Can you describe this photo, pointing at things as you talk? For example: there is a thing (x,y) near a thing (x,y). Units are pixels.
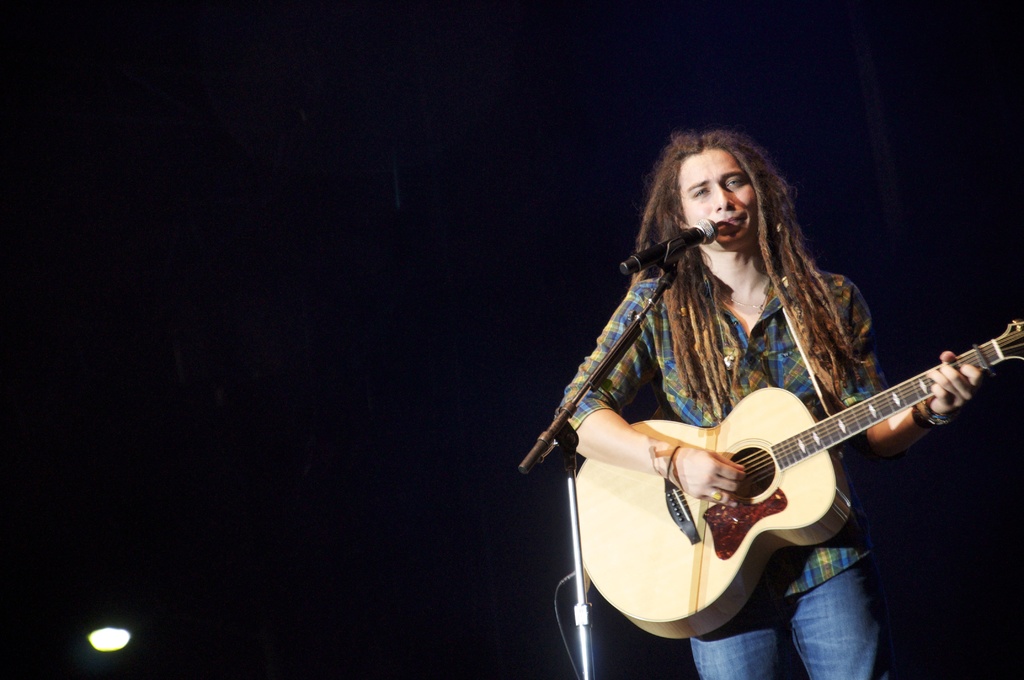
In this image, There is a person (913,422) standing and holding a music instrument (805,432) and he is singing in microphone (683,238).
